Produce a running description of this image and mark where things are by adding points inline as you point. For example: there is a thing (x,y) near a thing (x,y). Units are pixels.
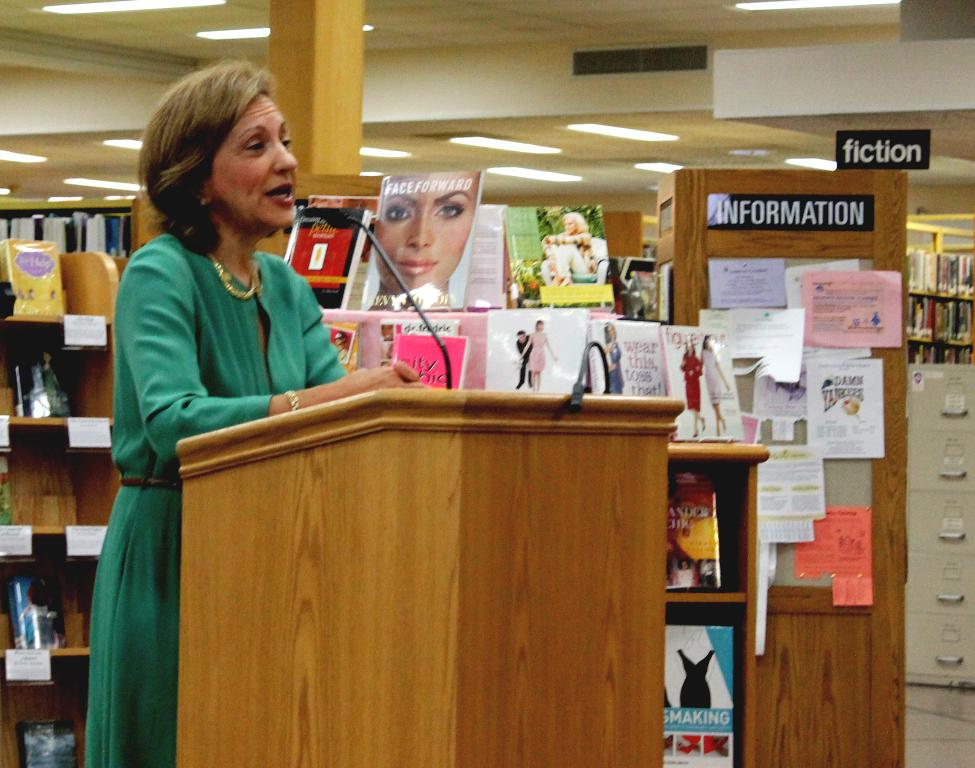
In front of the image there is a person (237,391) standing in front of the podium (431,513). On top of the podium (544,421) there are mike's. There are books (479,293) with name tags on the wooden racks (916,337). There are posters (788,377) and boards (727,224) on the wooden object (816,686). On the right side of the image (952,634) there are lockers (907,621). At the top of the image (485,141) there are lights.
